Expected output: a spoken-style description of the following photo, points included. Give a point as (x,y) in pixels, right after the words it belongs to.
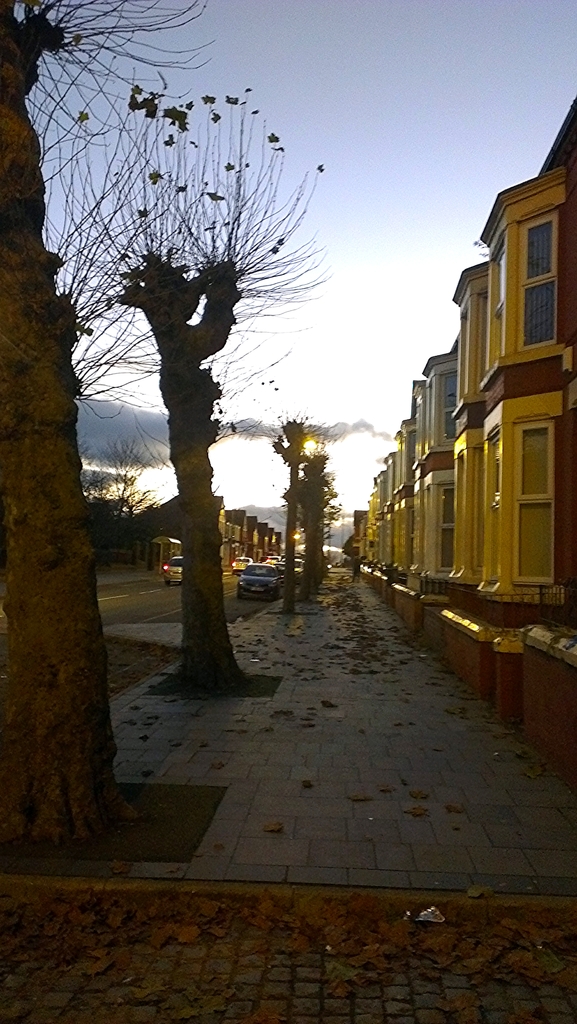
In this image few trees (195,360) are on the pavement (227,855). Few vehicles (256,574) are on the road (231,605). Background there are few buildings (371,548). Top of the image (346,162) there is sky (346,179).
